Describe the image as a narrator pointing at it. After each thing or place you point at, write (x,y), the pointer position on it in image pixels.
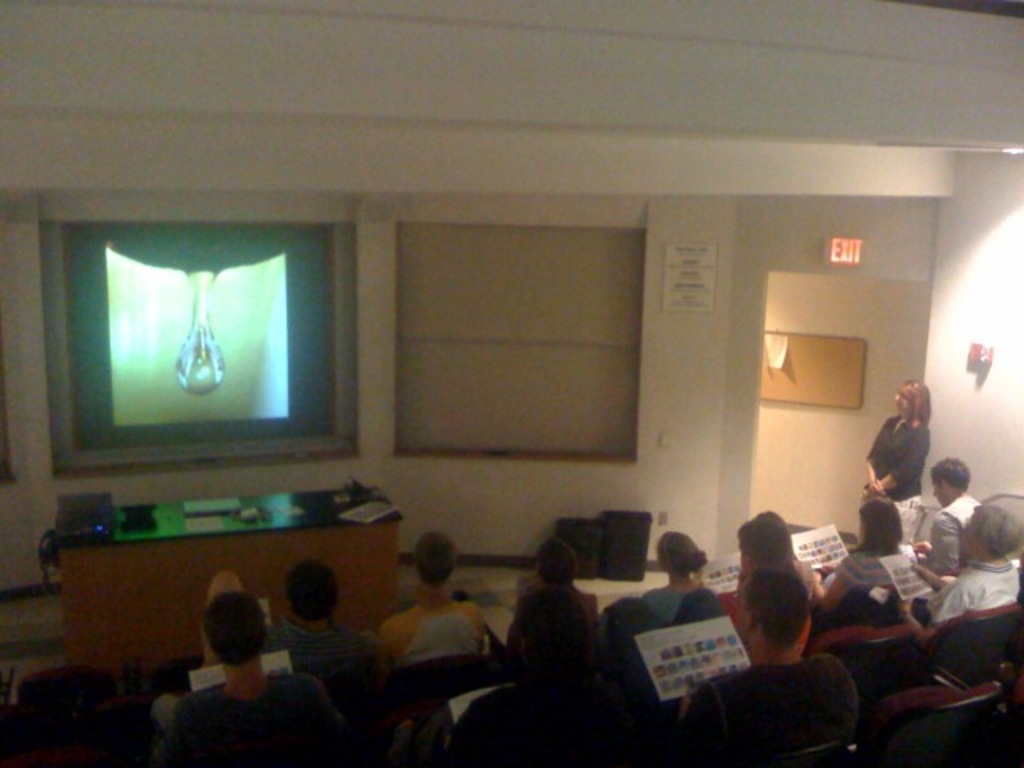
In this picture I can see group of people (529,588) are sitting on the chairs (877,632). Some are holding some objects (717,668). On the right side (893,464) I can see a woman (893,446) is standing and board (798,383) attached to the wall (888,404). On the left side (284,291) I can see a projector screen (257,415) and a table (262,547) on which I can see some objects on it.
